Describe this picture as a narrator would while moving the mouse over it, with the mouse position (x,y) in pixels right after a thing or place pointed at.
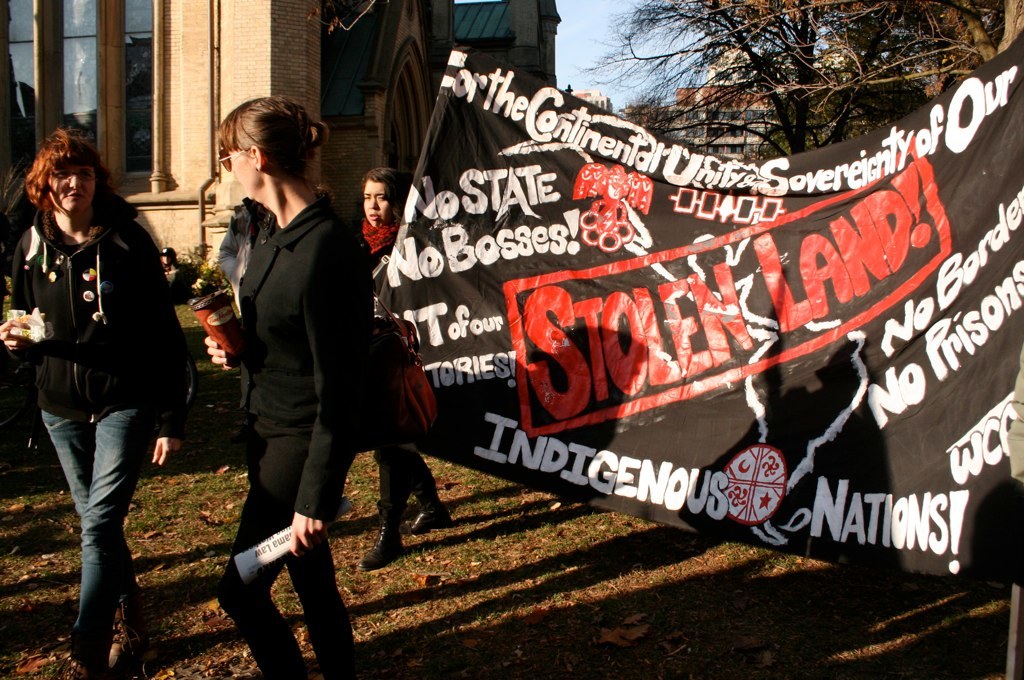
In this picture I can see few women (345,321) standing and a woman (219,353) holding cup (213,332) one hand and a paper (263,541) in another hand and I can see another woman (56,364) holding some food (36,328) in her hand (22,343) and we see another woman (382,216) holding a banner (602,179) with some text (553,323) and i can see buildings (414,45) and trees (864,56) and a blue sky (614,53).
